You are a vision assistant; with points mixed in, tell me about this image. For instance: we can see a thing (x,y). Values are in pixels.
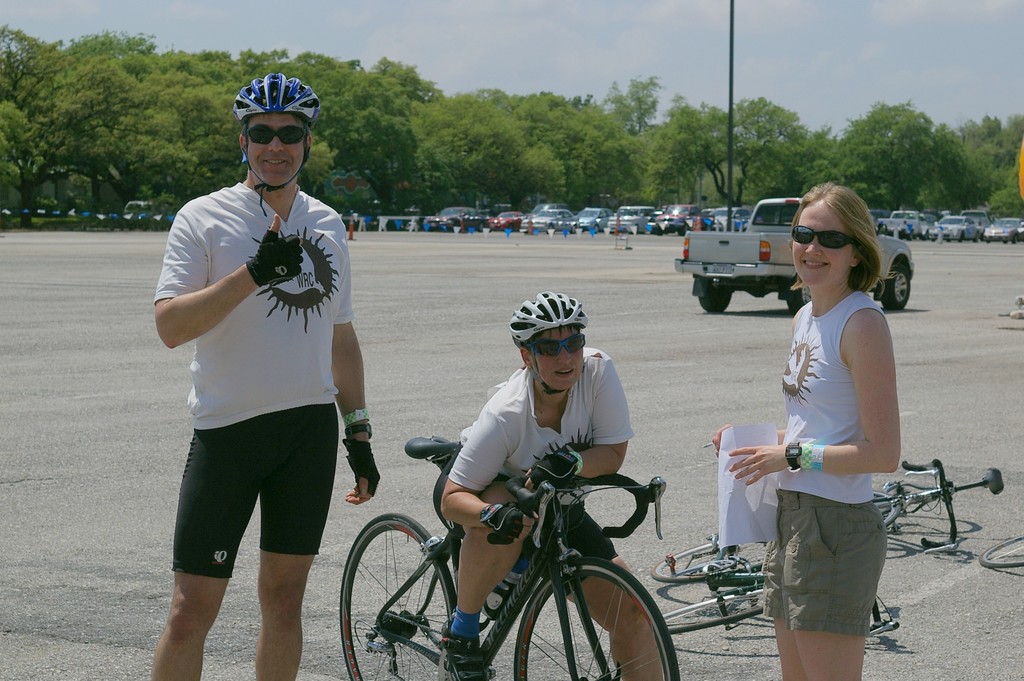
In this image I can see two men (604,432) and a woman (850,259). Here I can see a man (453,478) on his cycle (487,655). In the background (28,169) I can see number of vehicles (702,291) and trees (984,146). I can also see clear view of sky (773,24).
